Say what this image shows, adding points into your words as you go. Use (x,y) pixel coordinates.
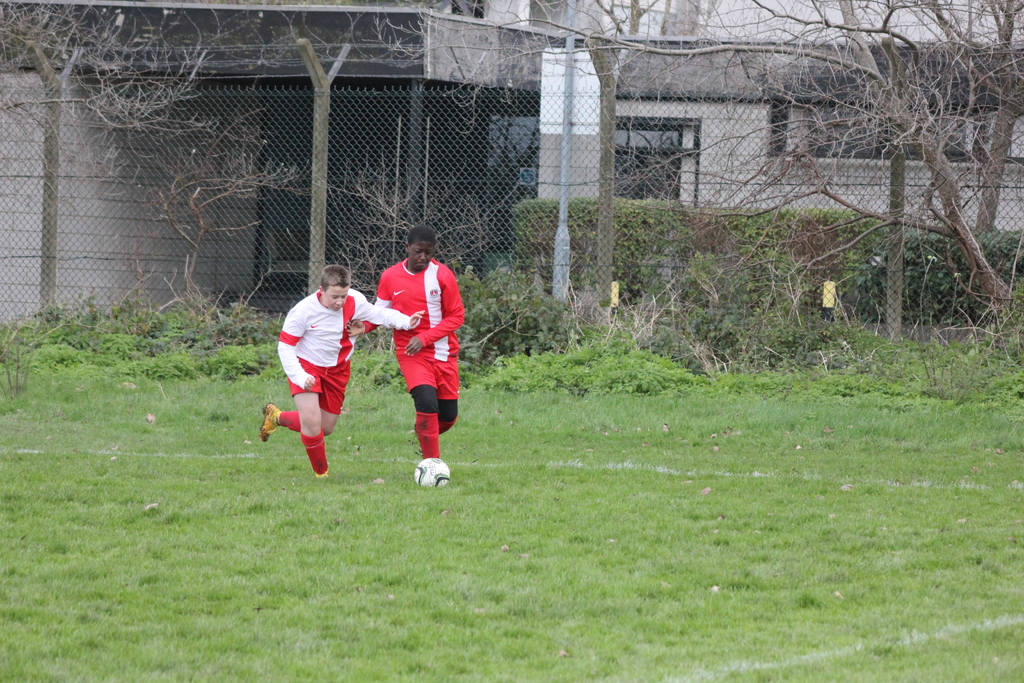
Two persons (387,316) are playing football. Here there is a fence (147,172), trees (921,119) and buildings (540,87).
